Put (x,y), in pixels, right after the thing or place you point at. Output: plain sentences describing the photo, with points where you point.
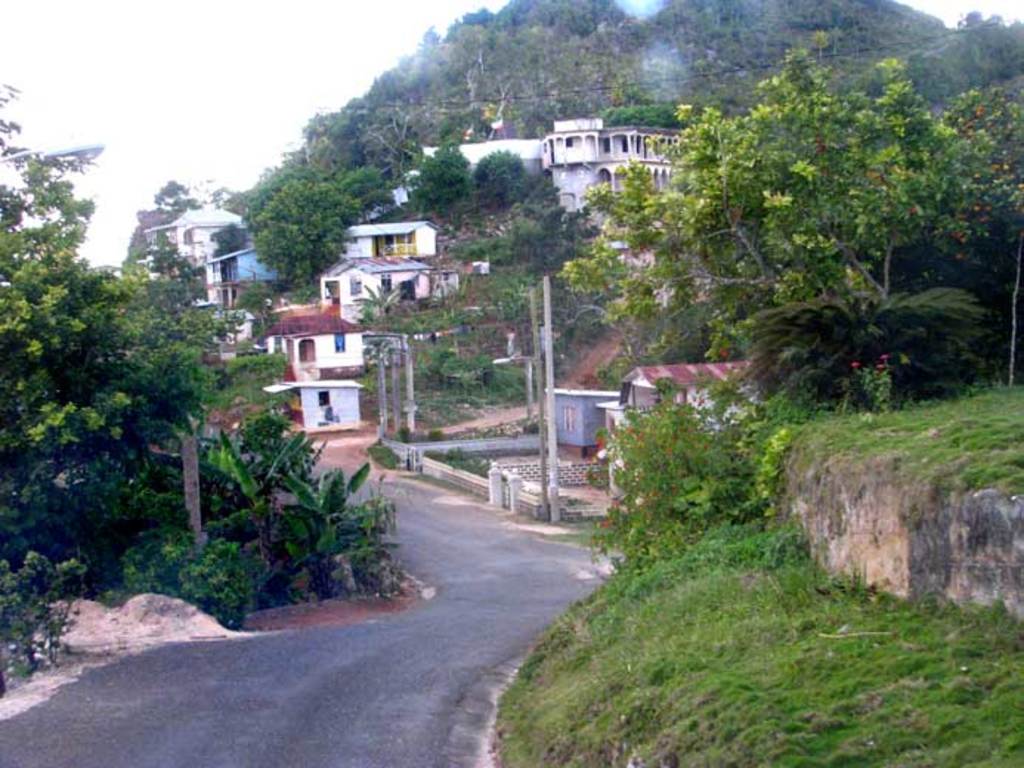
In the picture I can see the road (398,531). There are trees (184,415) on both sides of the road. I can see the green grass (738,591) on the bottom right side of the picture (770,629). In the background (561,128), I can see the houses (357,372) and trees (596,327).
